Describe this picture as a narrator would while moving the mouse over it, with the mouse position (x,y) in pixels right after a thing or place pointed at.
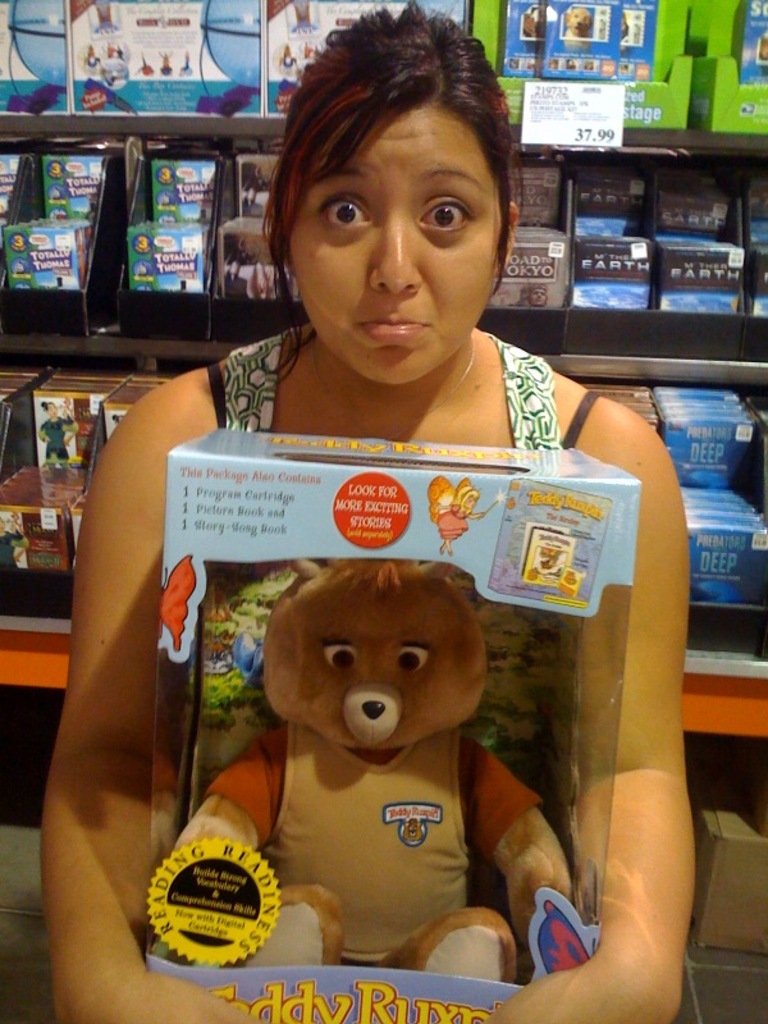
Here we can see a woman (565,417) holding a toy (569,629) with her hands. In the background (131,77) we can see racks (732,671), boxes (214,66), and objects (685,399).
